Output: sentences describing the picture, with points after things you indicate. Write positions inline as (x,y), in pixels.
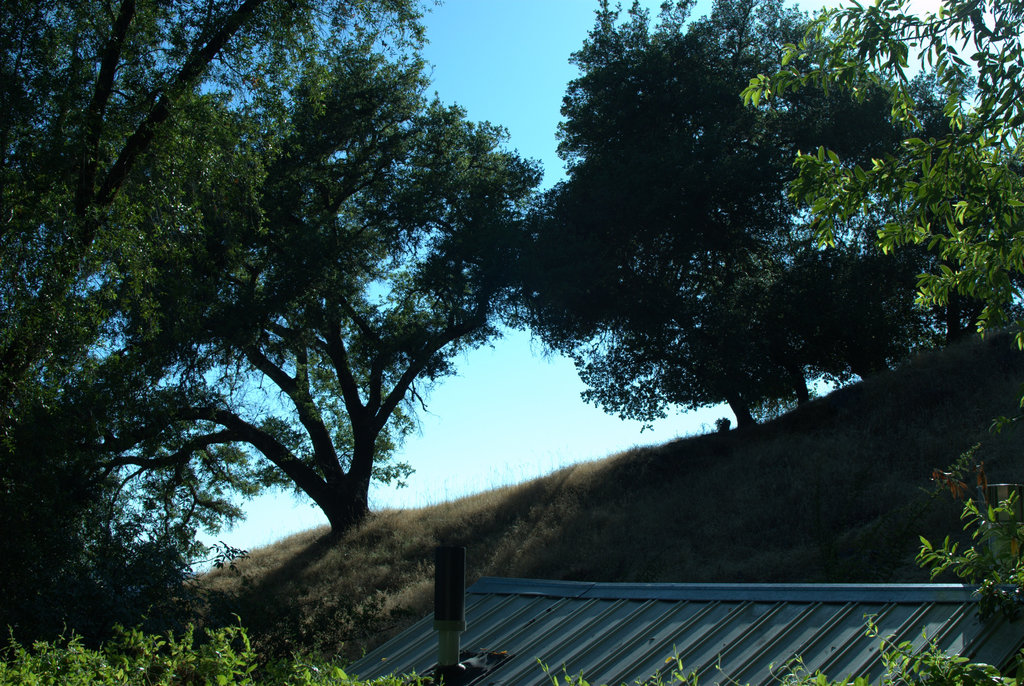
In this picture I can see the trees (140,305), plants (197,671) and grass (641,510). At the bottom (626,598) I can see the roof (492,685) of the shed (504,583). At the top (501,70) I can see the sky (484,64).
